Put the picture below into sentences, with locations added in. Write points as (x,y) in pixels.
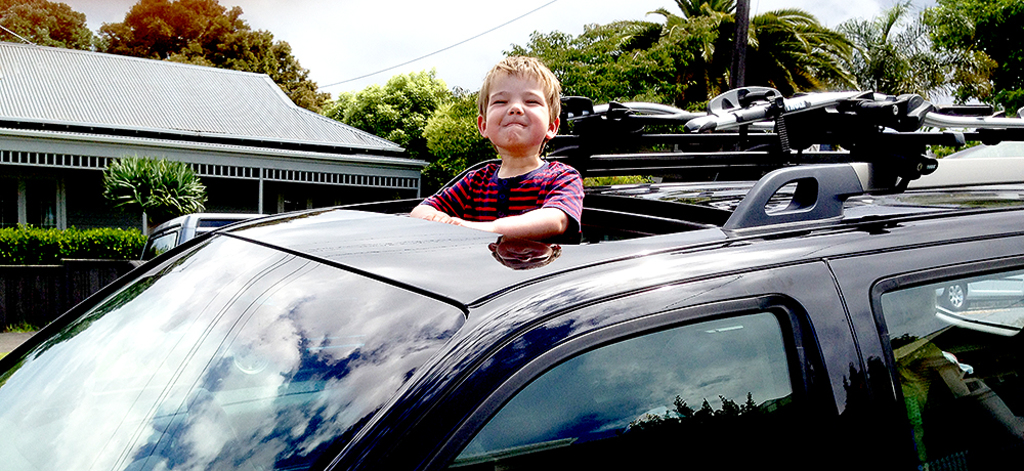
In the middle of the image (477,255) a boy (535,57) is standing on a vehicle (529,302). Top right side of the image (959,14) there are few trees (624,78). Top left side of the image (187,117) there is a building (213,137). Bottom left side of the image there are some bushes (47,243). In the middle of the image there is a sky (383,45).
